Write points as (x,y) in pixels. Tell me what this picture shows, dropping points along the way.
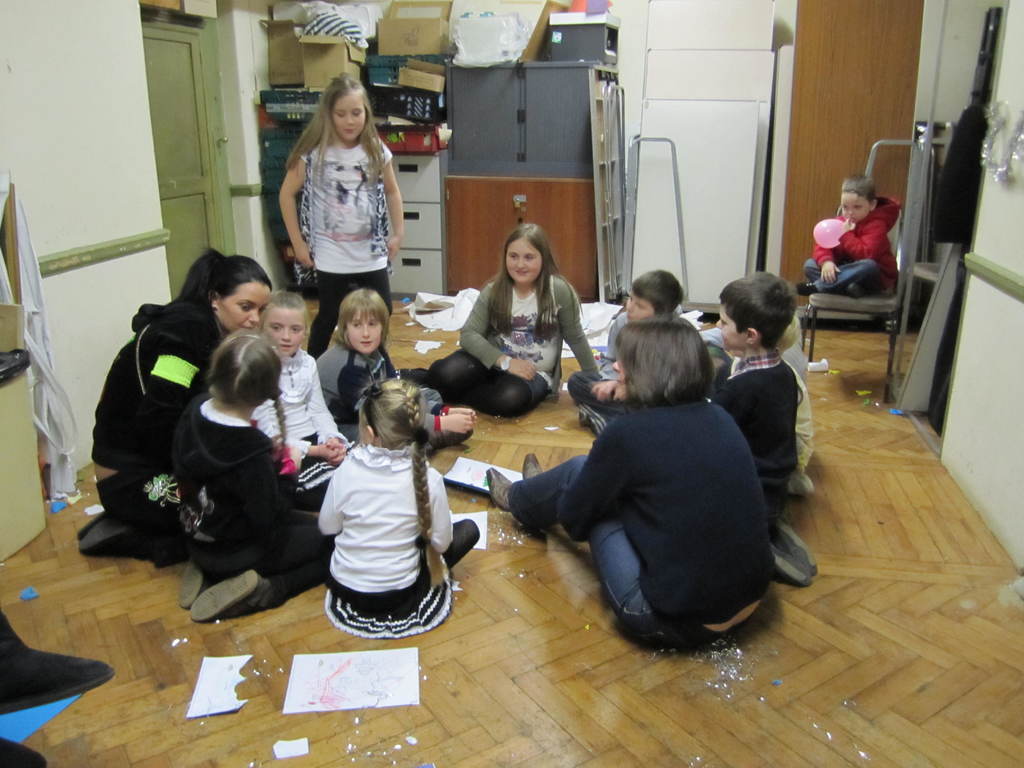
In this image there are a few kids (458,385) sitting on the floor (299,612), around them there are papers (592,343) and some other objects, in the background of the image (182,95) there are wooden doors (169,97), beside the door (170,110) there is a wall (85,193) and there are ladders (608,202), chairs (894,317), cupboards (531,207) and some other objects (640,217) and there is a kid (866,210) sitting on the chair (851,300).
